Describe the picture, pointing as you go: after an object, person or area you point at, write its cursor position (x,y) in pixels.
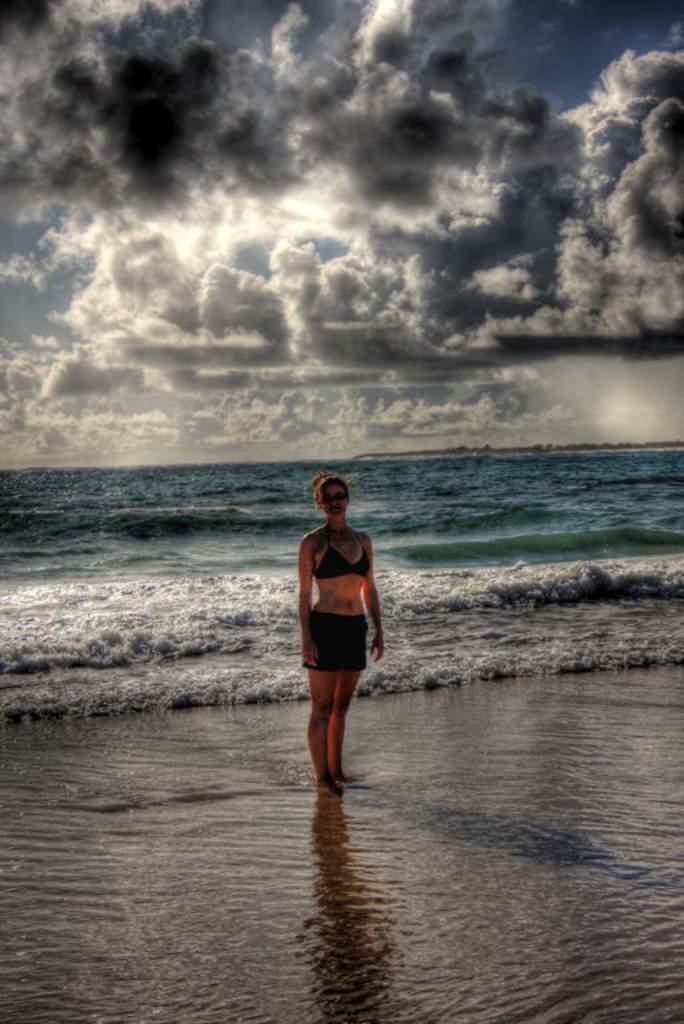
In this image we can see sky (281,152) with clouds (417,232), ocean (533,538) and a person (331,737) standing on the sea shore (298,871).
